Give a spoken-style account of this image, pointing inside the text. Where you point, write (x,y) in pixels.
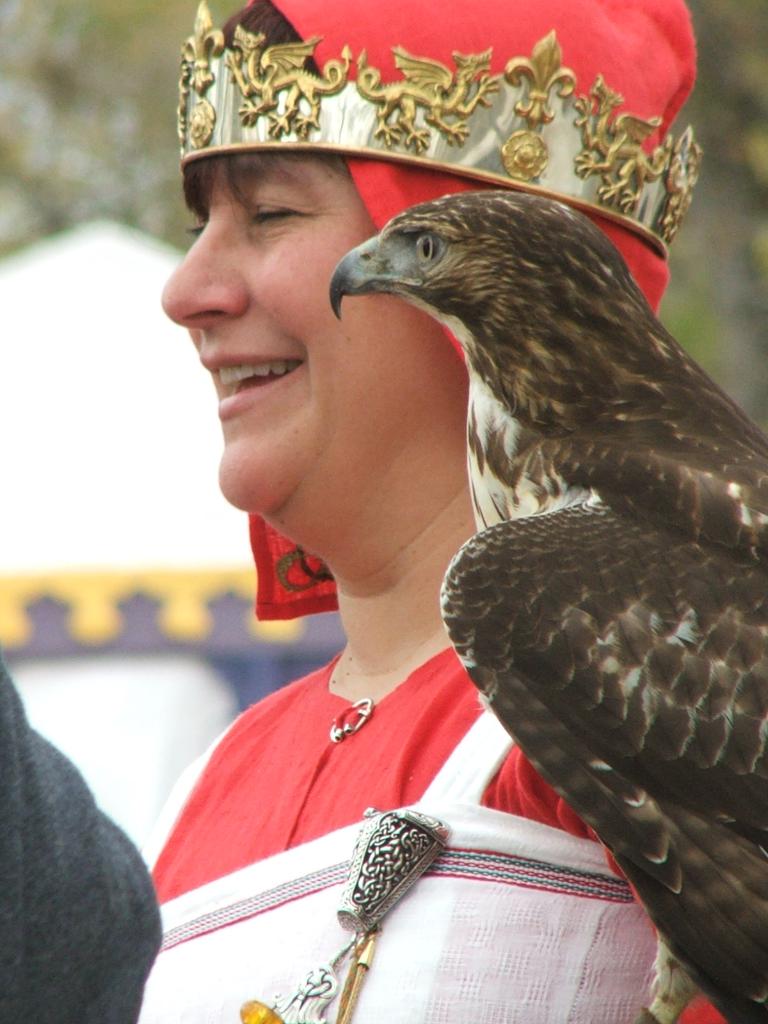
In the image there is person (294,834) in red dress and crown (260,90) over her head (280,176) with a bird (704,664) on her shoulder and in the back (692,246) there is a tree (95,140).
